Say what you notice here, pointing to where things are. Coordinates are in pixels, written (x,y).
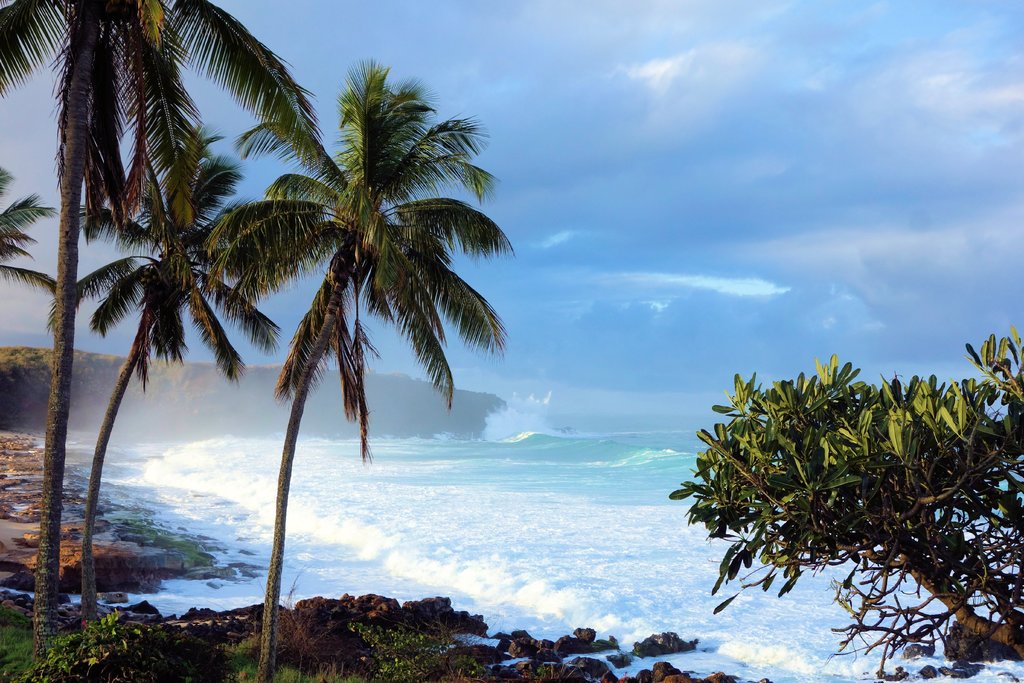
In this picture I can see the plants (244,262). I can see the rocks (406,624). I can see water (469,498). I can see clouds (613,188) in the sky (695,154).
